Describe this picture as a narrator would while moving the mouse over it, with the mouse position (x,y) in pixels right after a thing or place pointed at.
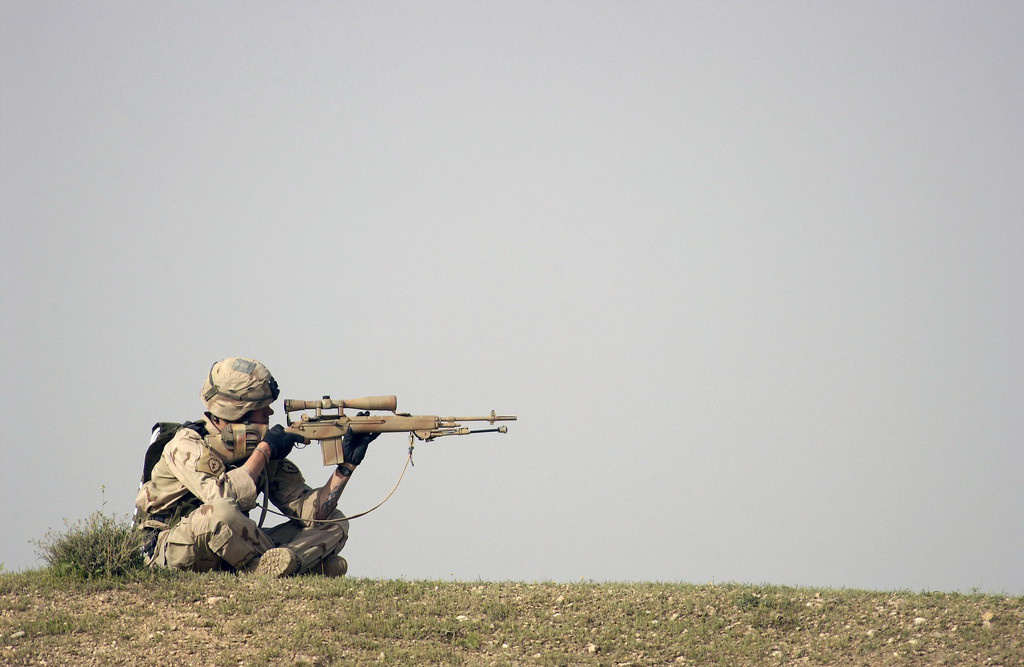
There is a person (143,491) sitting on the ground (243,604). He is wearing gloves (271,430), cap (255,380) and a bag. Also he is holding a gun (289,405). On the ground (460,604) there is grass (504,614). In the background (482,301) there is sky (410,202).
